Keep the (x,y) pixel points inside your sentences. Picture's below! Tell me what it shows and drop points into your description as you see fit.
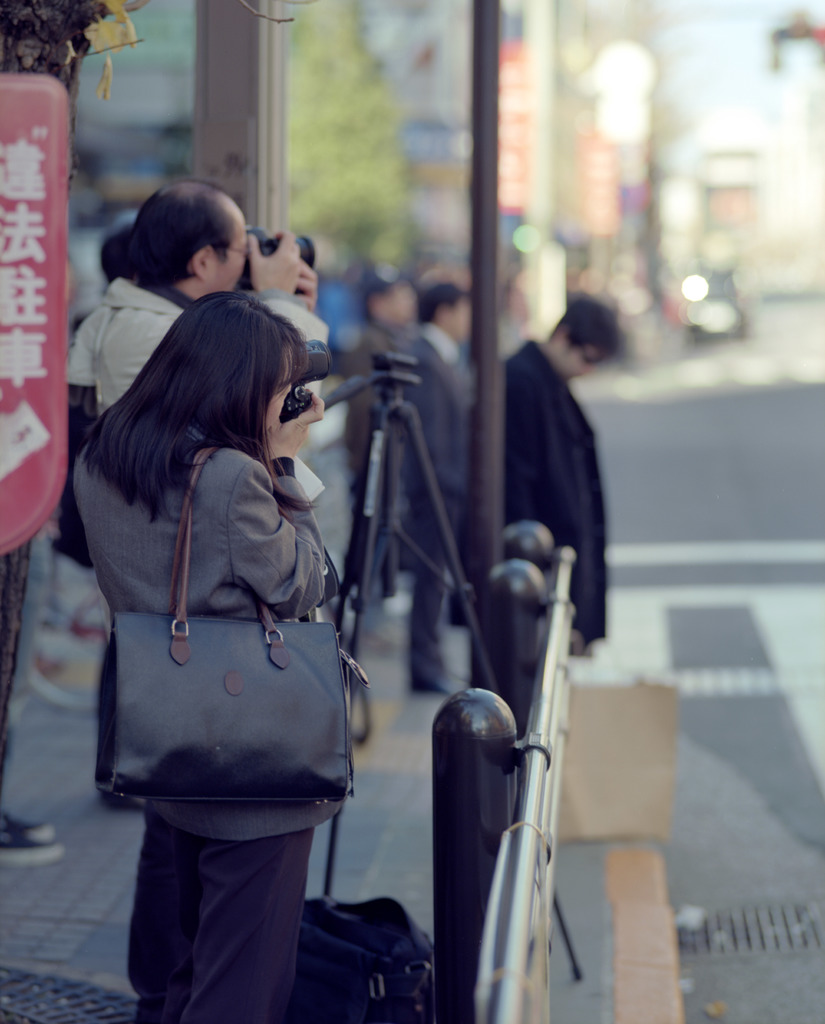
In this image i can see a woman (206,525) wearing grey jacket (225,530) and pant (225,921) and bag (197,673) is Standing and holding a camera (290,417), I can see a bag (328,916) on the floor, I can see a person (152,304) standing and holding a camera (252,263) in his hand (265,279), to the left of the image (9,322) I can see a board (60,254) and a tree (58,42). In the background (361,411) i can see few other people (455,359) standing on the sidewalk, a tree (364,117) and few buildings (513,102), I can see the railing (488,930) and the road (729,442) and few vehicles (707,344).
